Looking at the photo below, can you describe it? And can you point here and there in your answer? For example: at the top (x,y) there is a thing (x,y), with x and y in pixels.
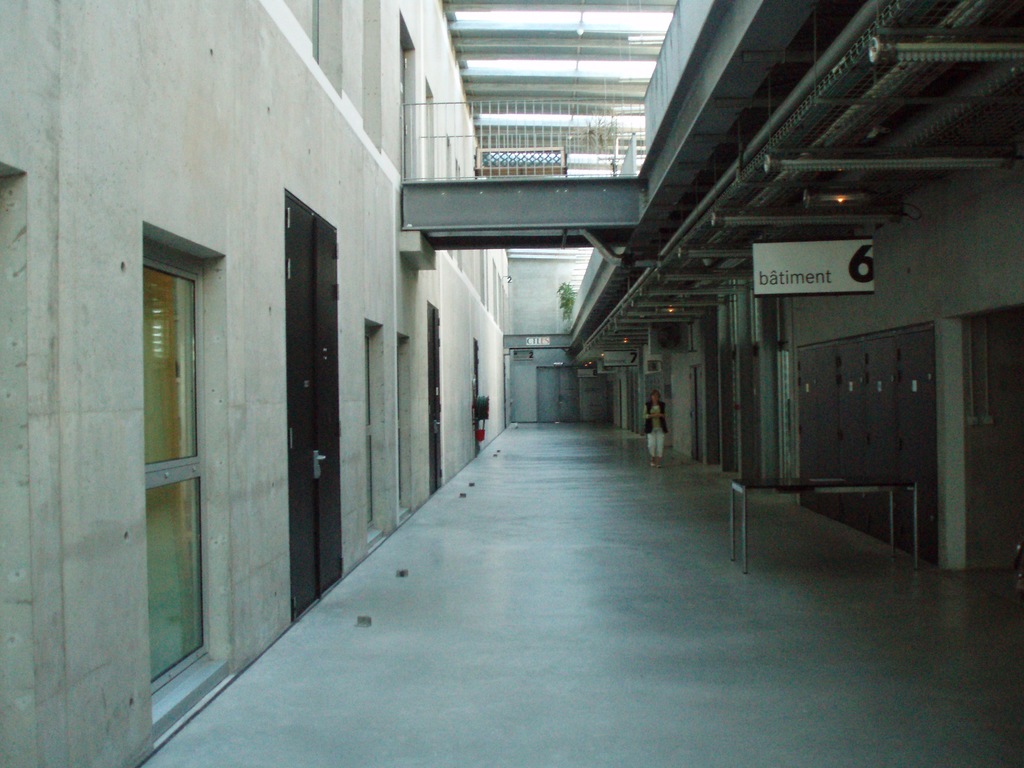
This image is taken indoors. At the bottom of the image (520,637) there is a floor (638,563). In the middle of the image (648,439) a woman (651,419) is walking on the floor (672,548). There is a board (759,246) with a text (852,274) on it. There is a bridge (550,209) and there are a few railings (560,126). At the top of the image (528,45) there is a ceiling (574,64) with a few lights (580,69). On the left (253,418) and right sides of the image there are two buildings (380,336) with walls (278,237), windows (169,409) and doors (813,394). There is a table (837,487) on the floor (823,554).
